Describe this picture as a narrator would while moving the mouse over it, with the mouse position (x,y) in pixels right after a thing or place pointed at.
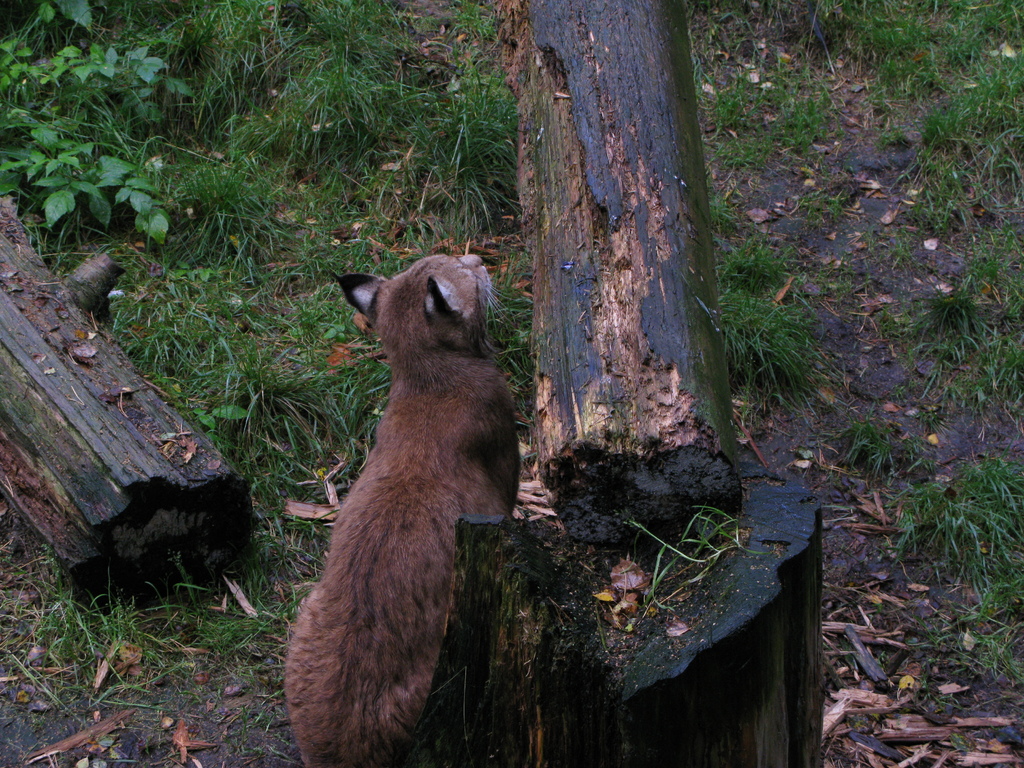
In the image we can see there is an animal (378,456) standing on the ground (286,627) and the ground (191,337) is covered with grass (290,273). There are tree logs (31,450) on the ground (876,658).
